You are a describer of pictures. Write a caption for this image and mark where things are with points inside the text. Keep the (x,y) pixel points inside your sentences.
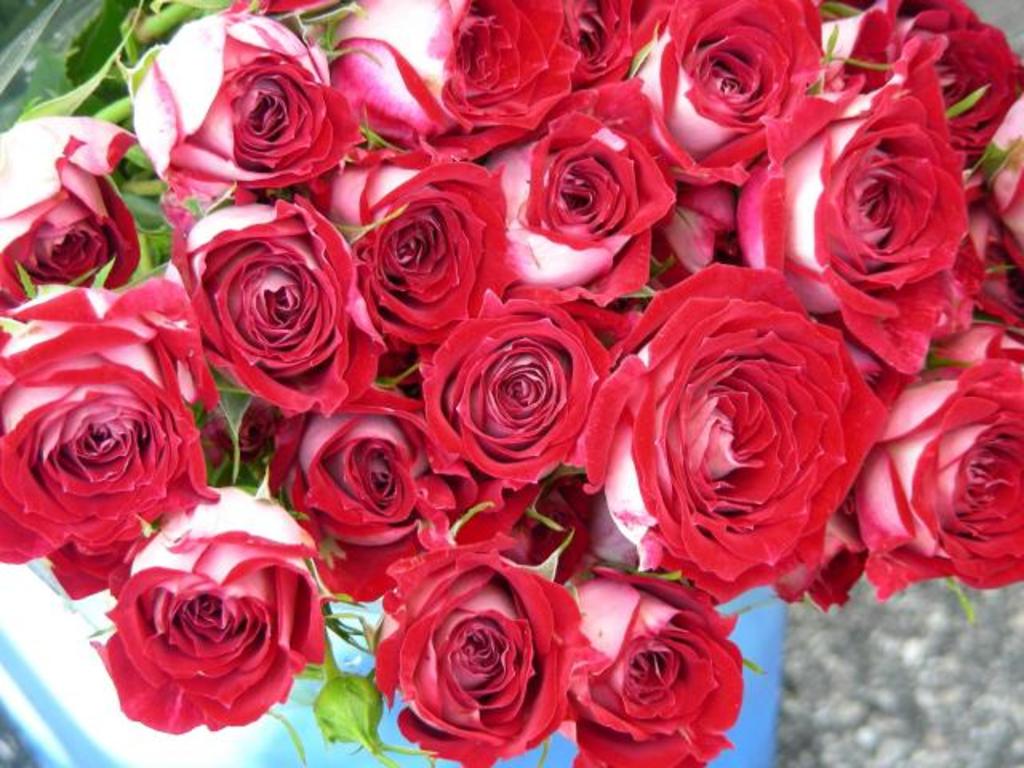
In this picture we can see red color rose flowers (319,495), there are some leaves (101,88) at the left top of the picture (99,56).
